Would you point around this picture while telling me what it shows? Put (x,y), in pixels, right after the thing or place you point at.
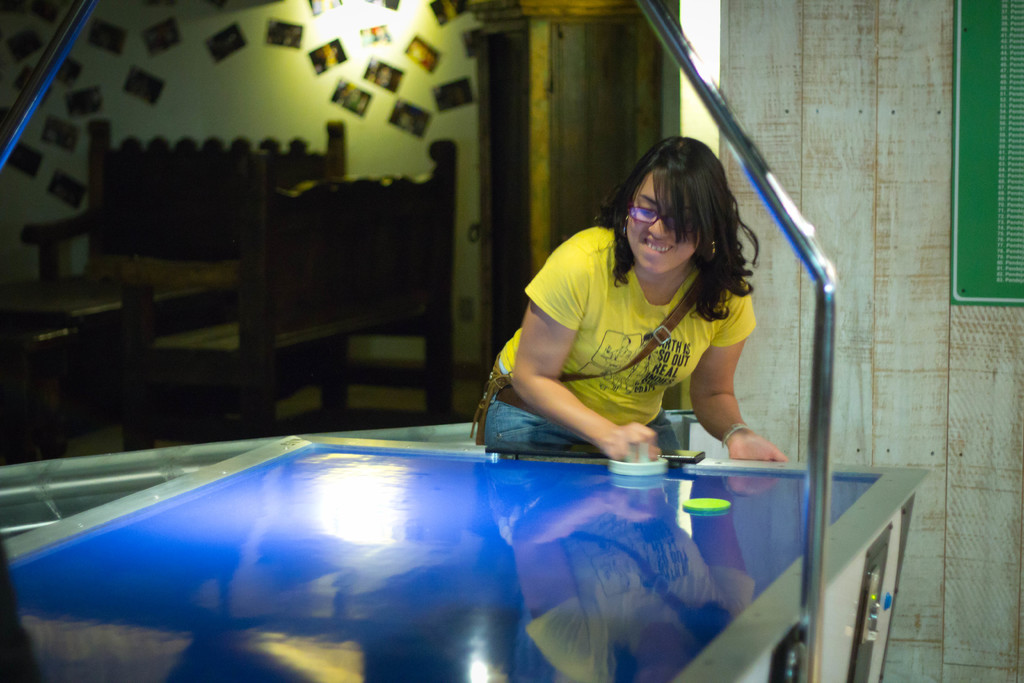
In this picture I can observe a woman (597,316) playing air hockey standing in front of the board (516,492). The woman (545,385) is wearing yellow color T shirt (581,314) and spectacles (635,211). This board (556,521) is in blue color. In the background (273,91) I can observe a wall (239,92) on which some photographs (110,47) are stuck. There are some chairs (128,251) on the left side (154,236).
